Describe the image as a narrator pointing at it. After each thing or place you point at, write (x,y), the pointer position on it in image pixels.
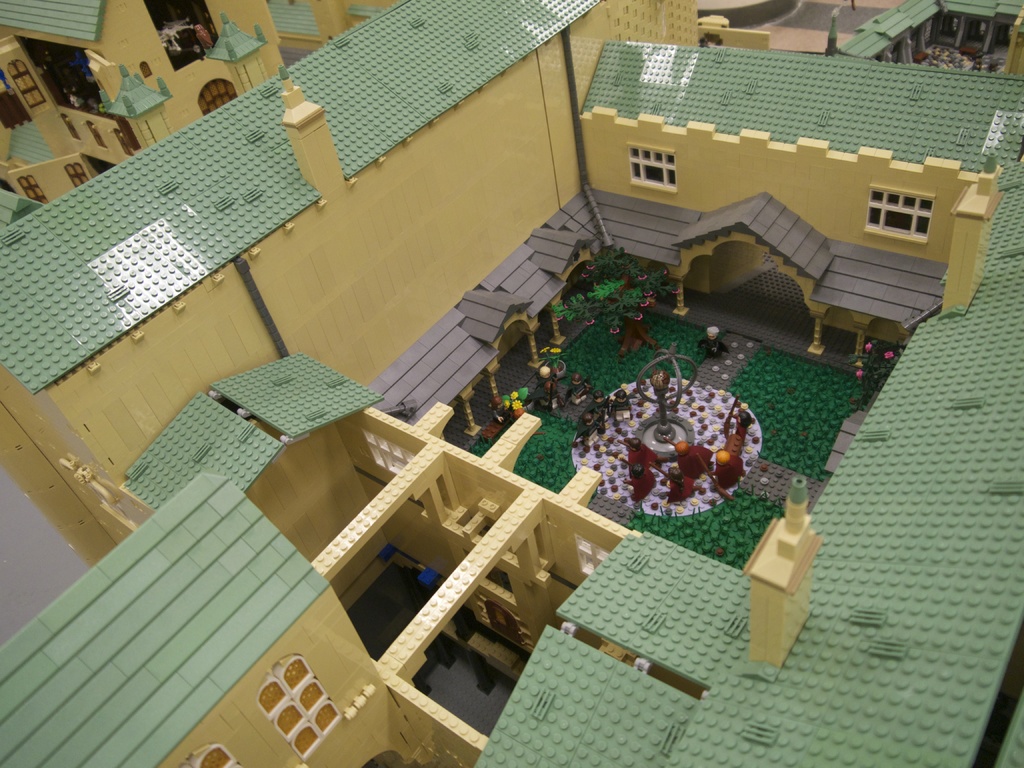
In the image we can see there is a building (576,247) which is made up of blocks (297,602).
